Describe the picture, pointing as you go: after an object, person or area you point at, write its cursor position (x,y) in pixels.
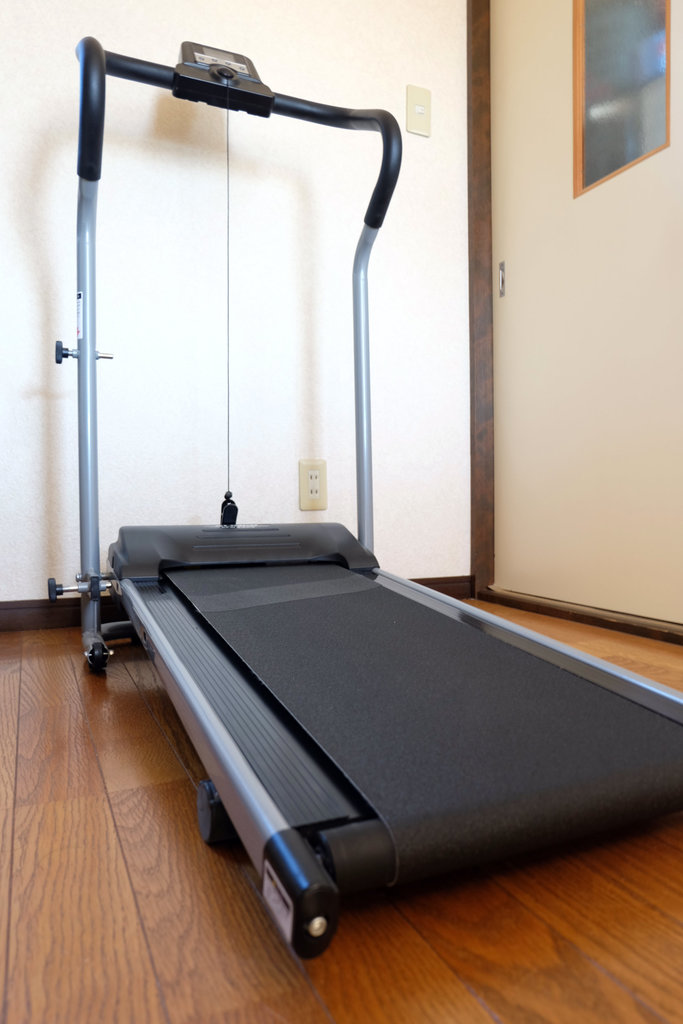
In this image, I can see a treadmill (287,767) on the wooden floor (386,999). In the background (454,238) there is a wall (415,74) and a door (581,208).
